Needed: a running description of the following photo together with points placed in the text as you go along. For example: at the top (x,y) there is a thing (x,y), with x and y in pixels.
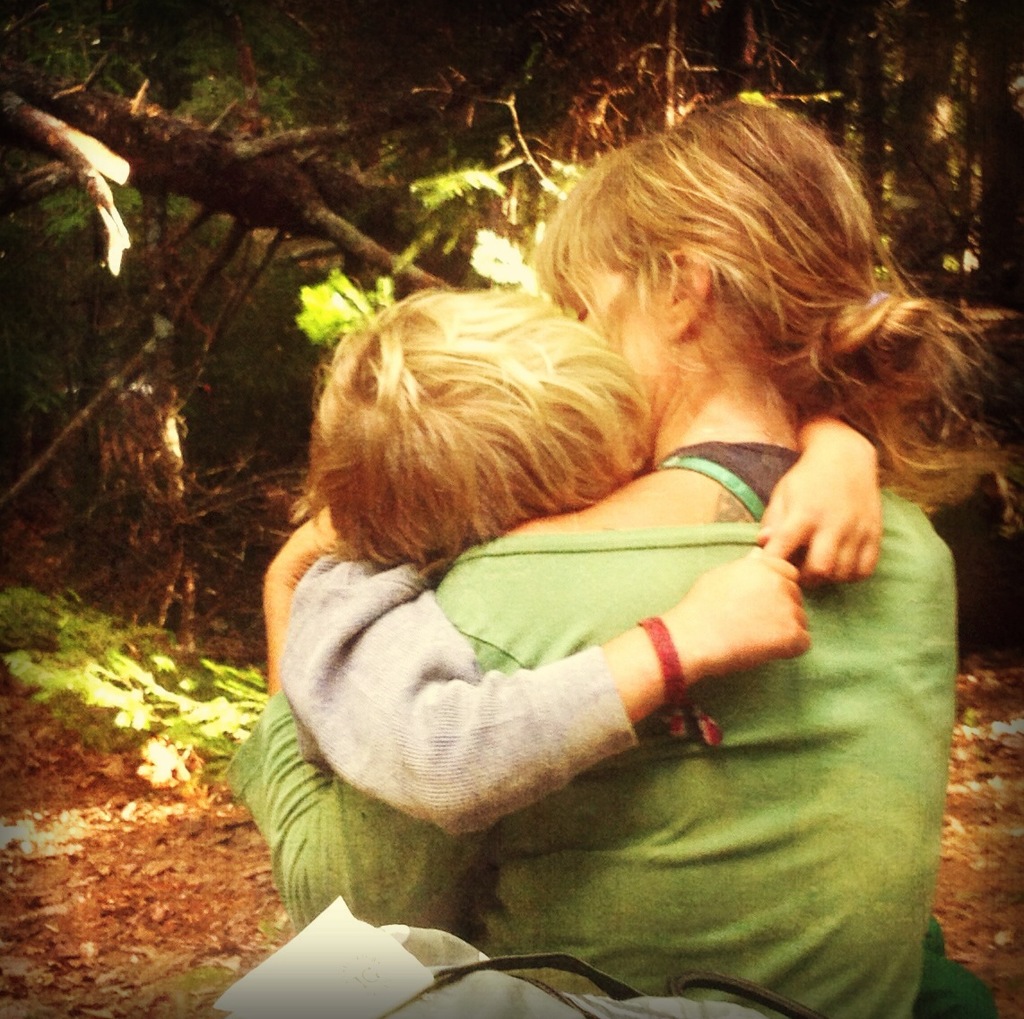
In this image in the front (595,589) there are persons (605,583) sitting. In the background (519,141) there are trees (477,160).
